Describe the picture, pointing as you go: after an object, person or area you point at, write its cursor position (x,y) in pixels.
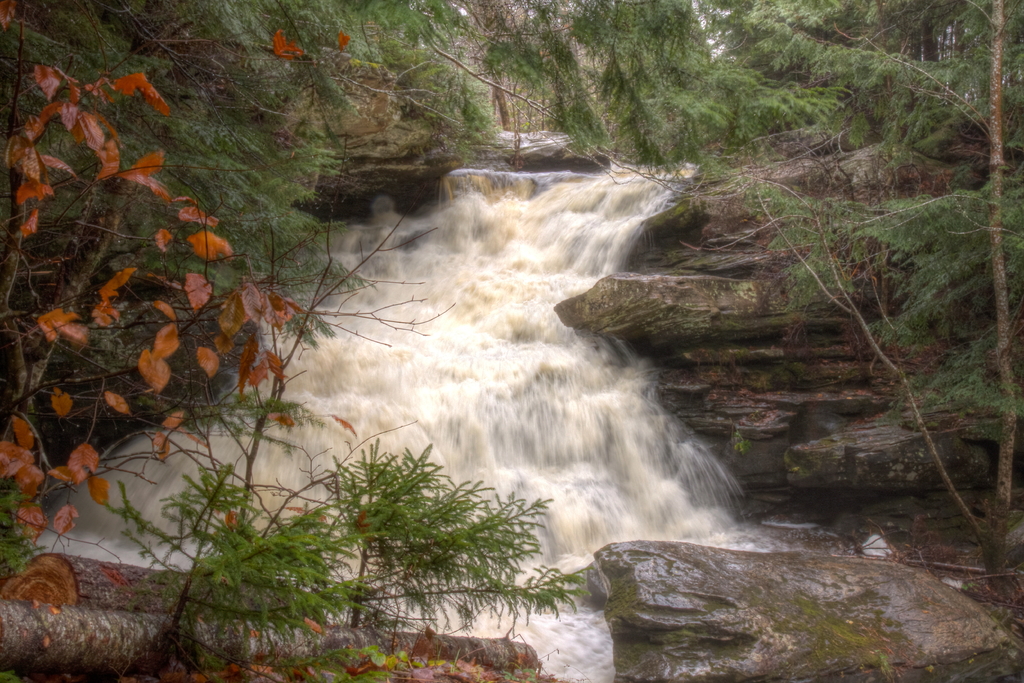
In this picture there is water (499,343) and there are few rocks (729,344) and trees (271,145) on either sides of it.
